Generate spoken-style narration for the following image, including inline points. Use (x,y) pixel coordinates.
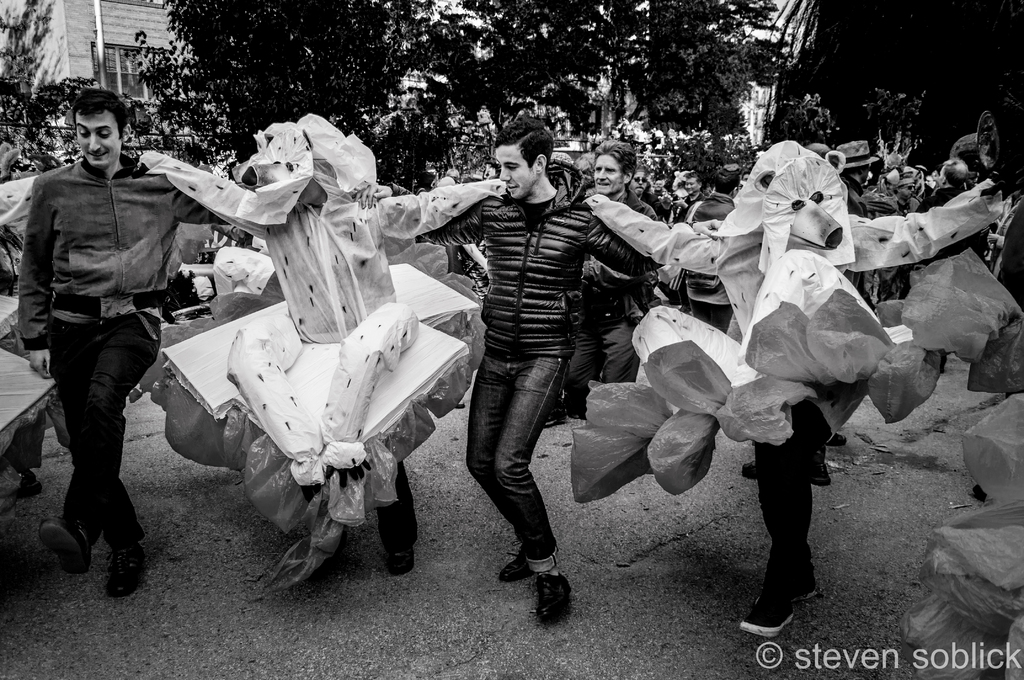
In this image in front (74,270) there are people (112,278) dancing on the road (506,542). Behind them there are a few other people (854,210). In the background of the image (665,51) there are trees (598,75), buildings (60,9). There is some text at the bottom of the image (873,654).
